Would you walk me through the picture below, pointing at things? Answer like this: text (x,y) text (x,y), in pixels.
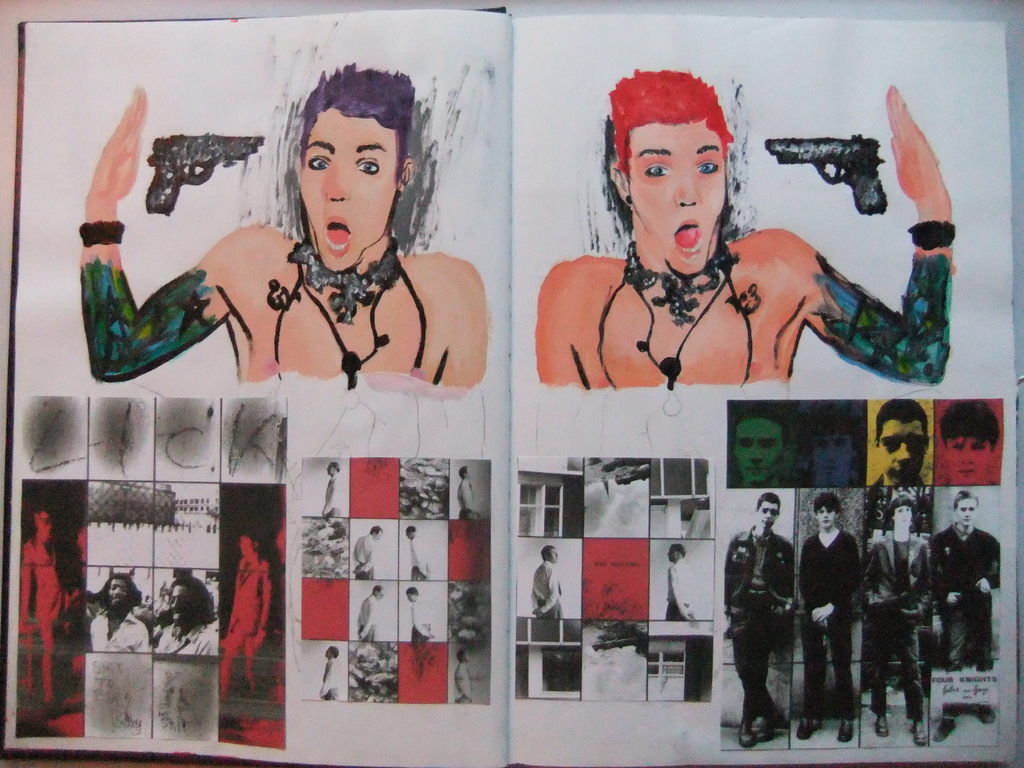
In this image we can see the painting (344,277) on the book (519,280). We can see the painting (285,170) of persons (813,316) and objects (863,186) on the pages (814,301) of the book (814,301). There are few photos (828,606) on the pages (509,599) of the book (608,585).
